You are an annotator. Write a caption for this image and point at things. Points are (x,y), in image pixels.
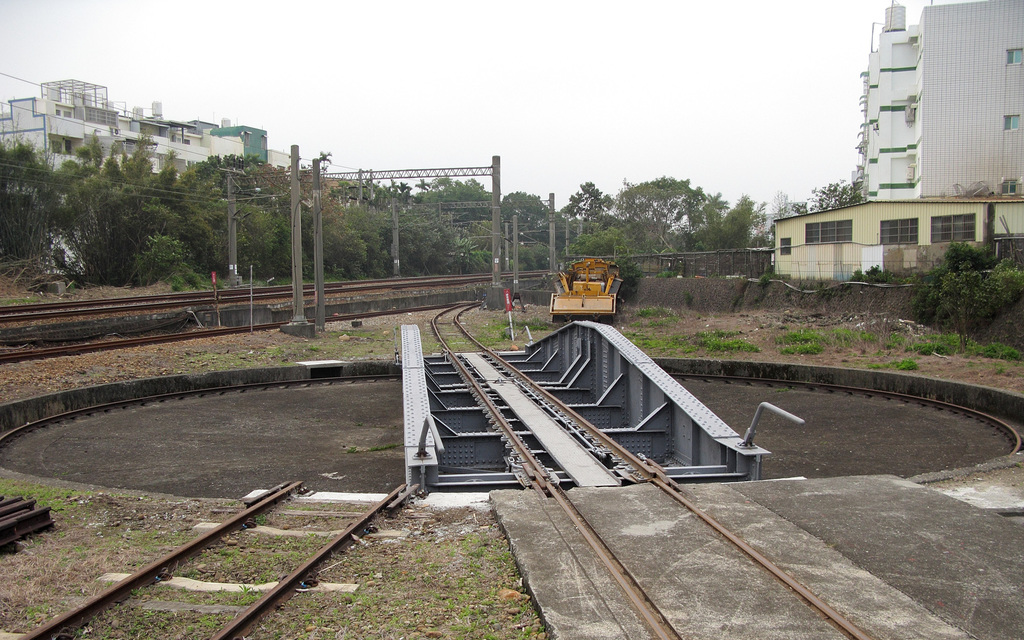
There are railway tracks (213,607), crane (569,306), poles (319,295), trees (987,287) and buildings (104,139).
